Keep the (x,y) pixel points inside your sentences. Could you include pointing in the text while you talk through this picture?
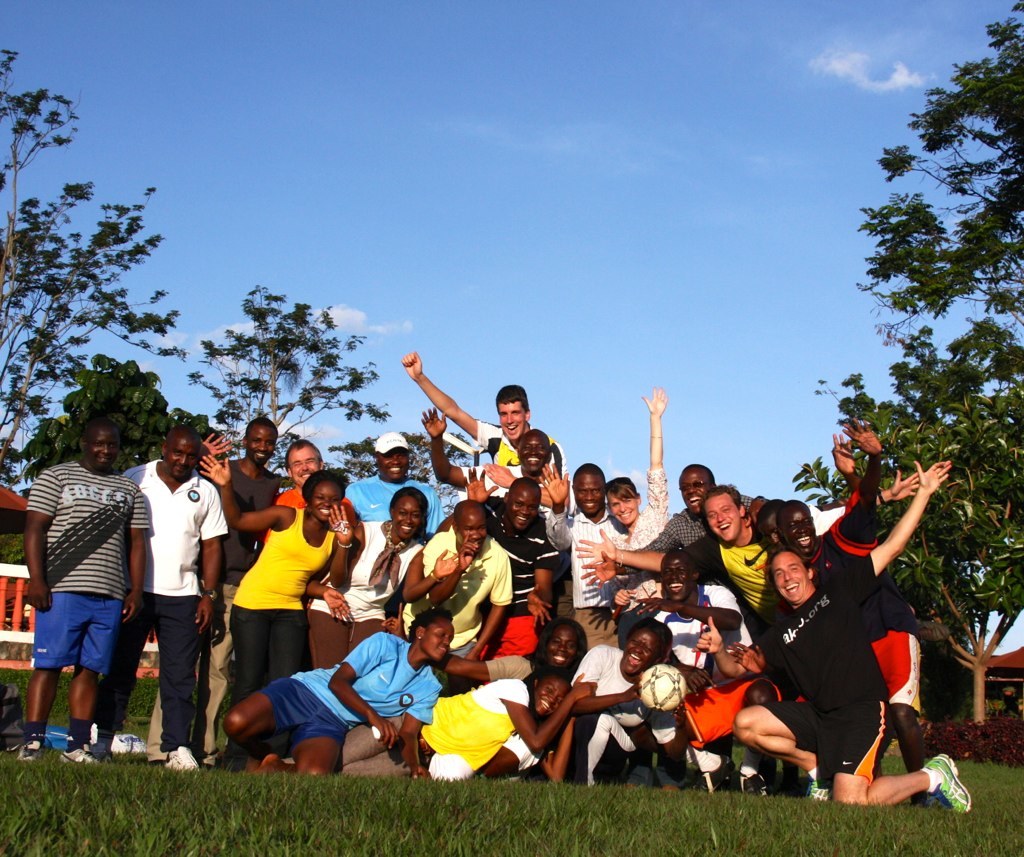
In this image we can see many people (605,591). There is a person (639,658) holding ball (660,679). On the ground (368,792) there is grass (457,827). In the back (89,279) there are trees (76,329). Also there is a railing (6,606). In the background (535,184) there is sky (542,174) with clouds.
